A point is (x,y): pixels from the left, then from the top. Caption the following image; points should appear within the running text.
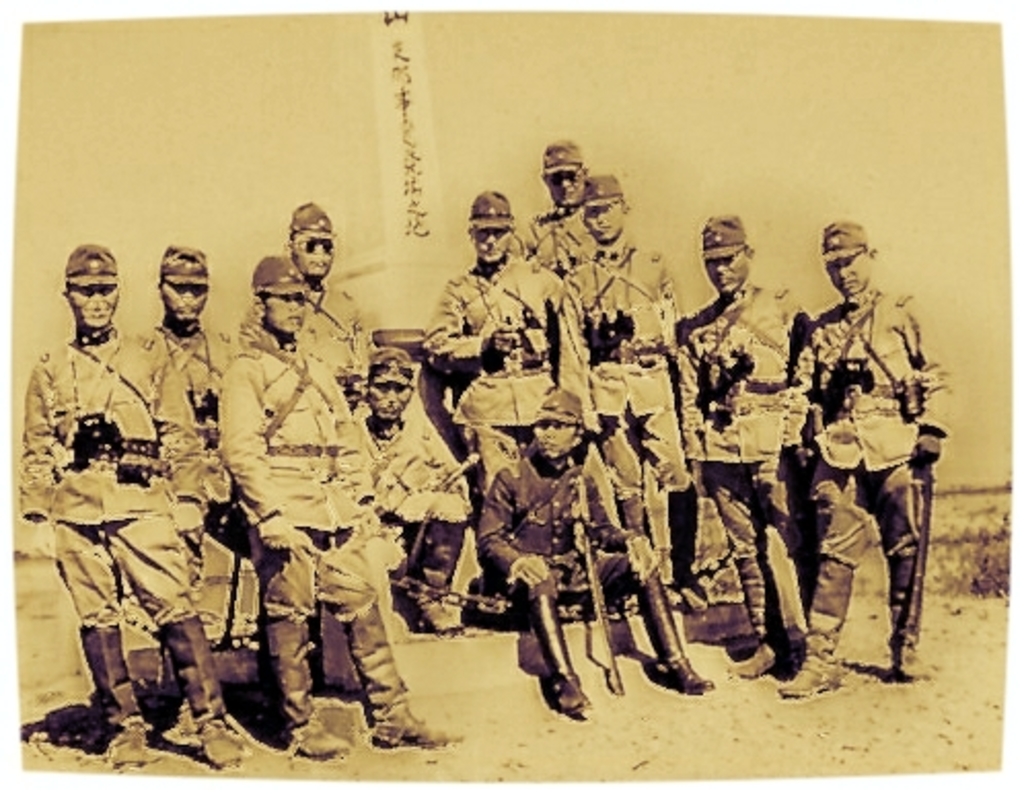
In this image we can see a photograph of a group of people (830,521) standing on the ground (954,717). We can also see two men (671,630) sitting, the pillar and the sky (795,274).
